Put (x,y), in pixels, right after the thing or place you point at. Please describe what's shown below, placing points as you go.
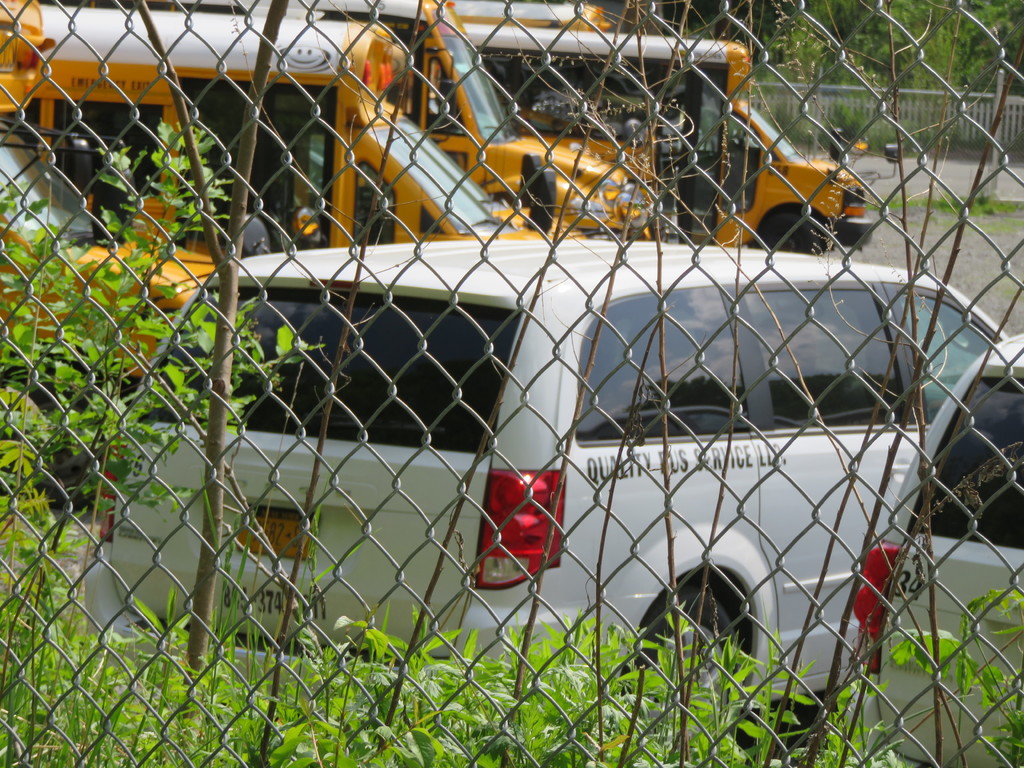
In this picture there are cars (473,515) and buses (480,190) behind the fence (781,56). At the back (866,63) there are trees (866,63) and there is a railing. At the bottom (736,755) there is a road (973,231) and there is grass (1009,208).
